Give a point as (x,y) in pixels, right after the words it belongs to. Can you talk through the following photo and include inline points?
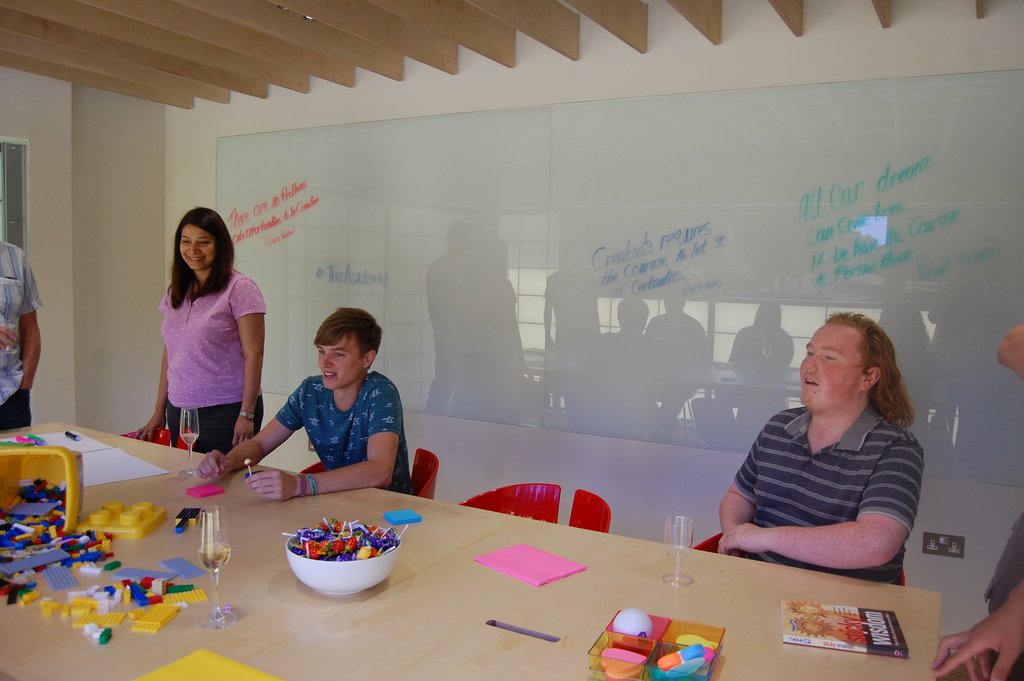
In the foreground of this image (521,551), there is a table (403,604) on which books (819,609), papers (268,680), glasses (217,554), buildings blocks (181,572), objects (636,662) in a box (677,680), a yellow object (50,470) and a bowl (338,568) full of lollipops (353,547) are on it. Around the table (432,566), there are persons (915,482) sitting and standing, red chairs (527,501), a white board (557,274), wall (118,179) and the wooden ceiling (223,40).
